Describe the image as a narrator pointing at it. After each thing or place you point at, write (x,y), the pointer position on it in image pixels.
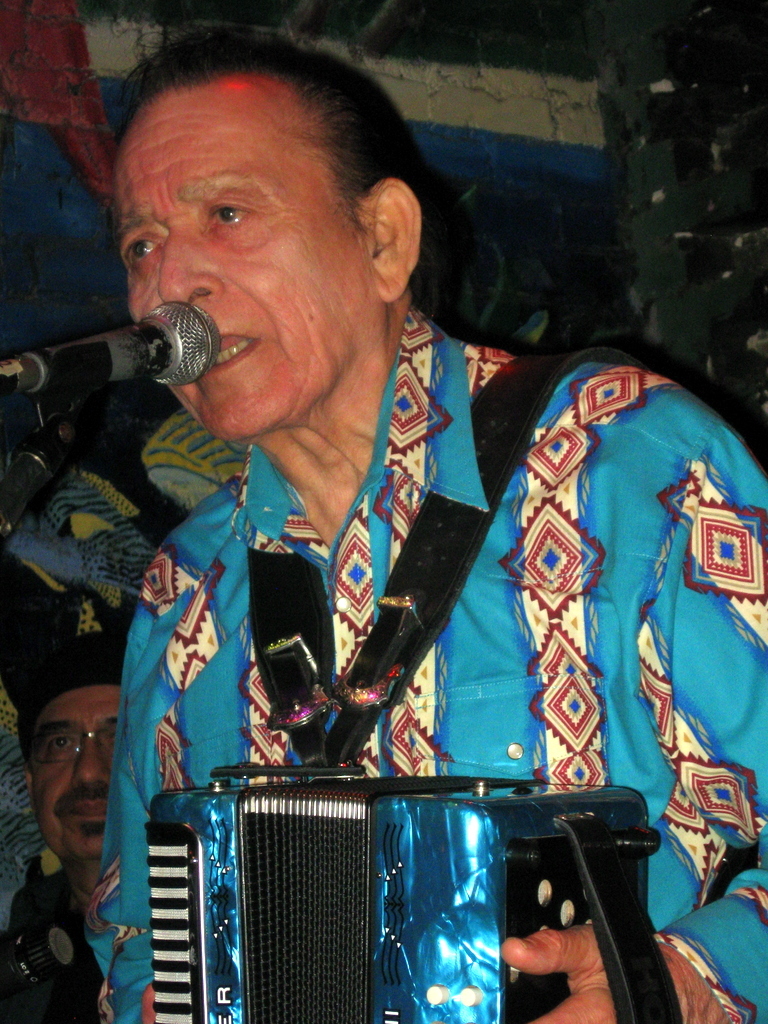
In this picture there is a person (257,306) in blue dress (489,618) playing a musical instrument (257,846) and singing into microphone (101,362). On the left (50,773) there is a person (45,789). In the background (624,204) it is wall (341,30) painted with different colors.
